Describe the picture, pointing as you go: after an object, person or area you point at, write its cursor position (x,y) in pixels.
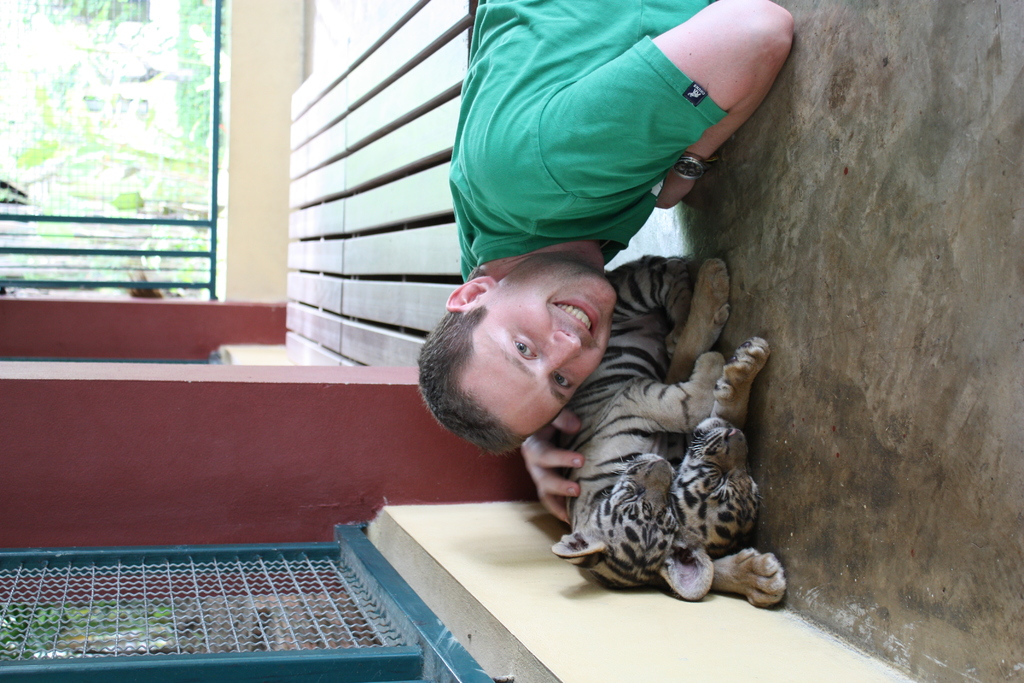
In this picture I can see a man (572,230) and I can see couple of tiger cubs (690,485) and I can see plants (142,143), metal fence (194,612) and I can see metal rods (163,253).
